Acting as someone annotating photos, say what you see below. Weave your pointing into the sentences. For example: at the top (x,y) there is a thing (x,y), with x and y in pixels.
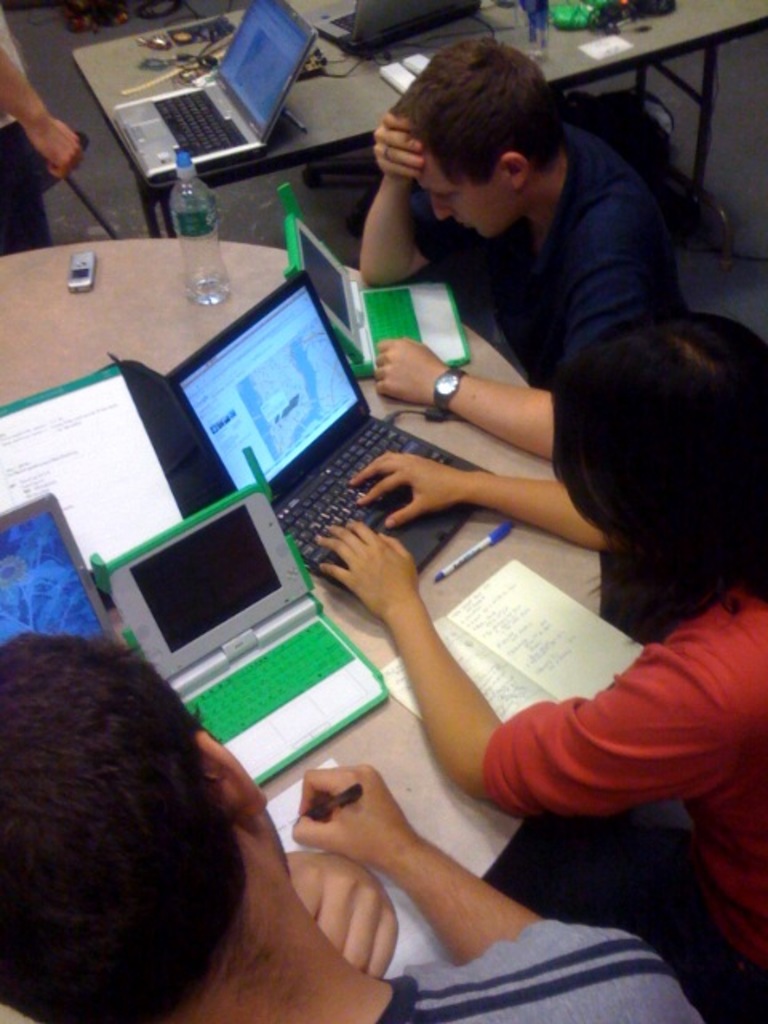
In this picture there are group of people (764,711) sitting. There are laptops (350,507), bottles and there is a cell phone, book (474,614) and pen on the tables (692,6). At the bottom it looks like a floor (754,272). In the foreground (659,967) there is a person (588,972) sitting and writing.
